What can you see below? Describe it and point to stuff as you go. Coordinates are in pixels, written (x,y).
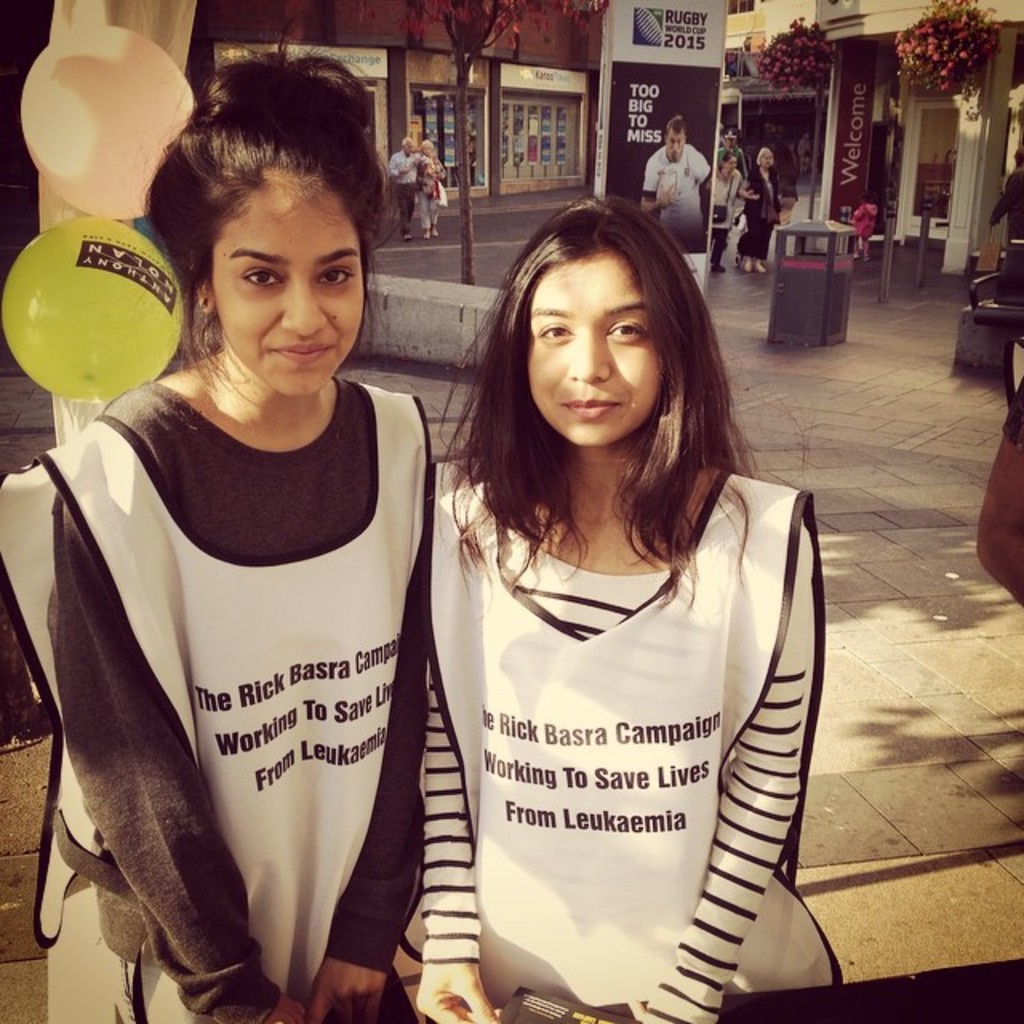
In this image we can see women (505,728) standing on the floor (917,694). In the background (157,322) there are balloons (62,174) tied to a tree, creepers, advertisement boards (710,115), stores (419,104), barrier poles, bins (841,287) and people (720,237) on the road (756,295).
